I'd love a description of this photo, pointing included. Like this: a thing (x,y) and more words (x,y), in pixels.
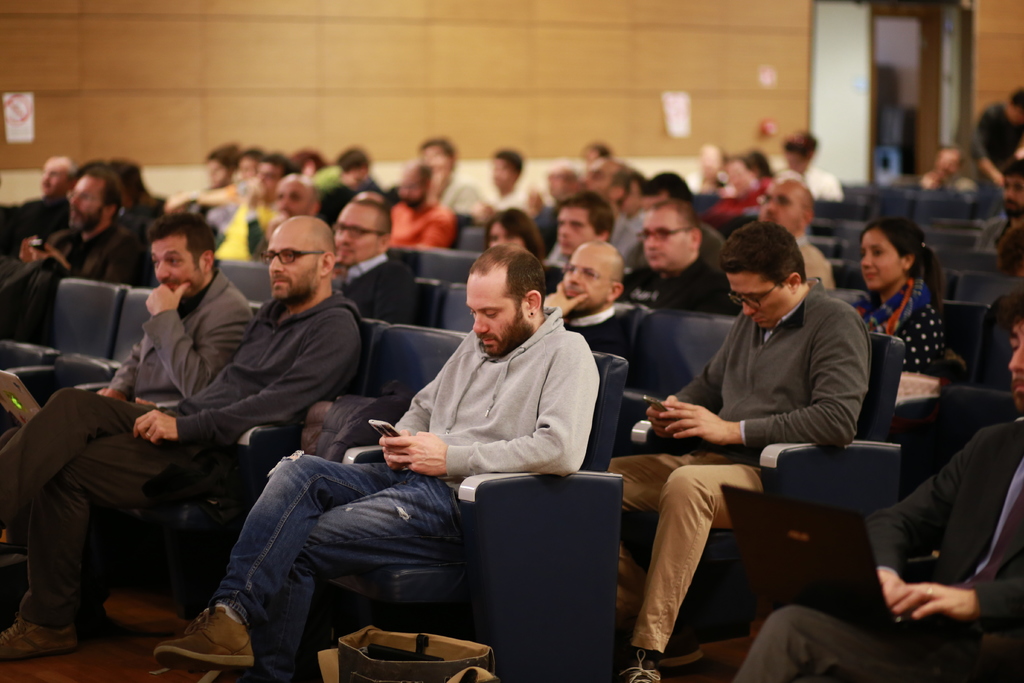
in a room (259,285) people (203,427) are seated on the chairs (499,647). in the front (428,644) there is bag (372,664). the person (897,586) at the right (902,575) is operating laptop (808,578). 2 people (745,463) next to him are watching their phones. behind them at right corner (886,78) there is a door (883,80).
